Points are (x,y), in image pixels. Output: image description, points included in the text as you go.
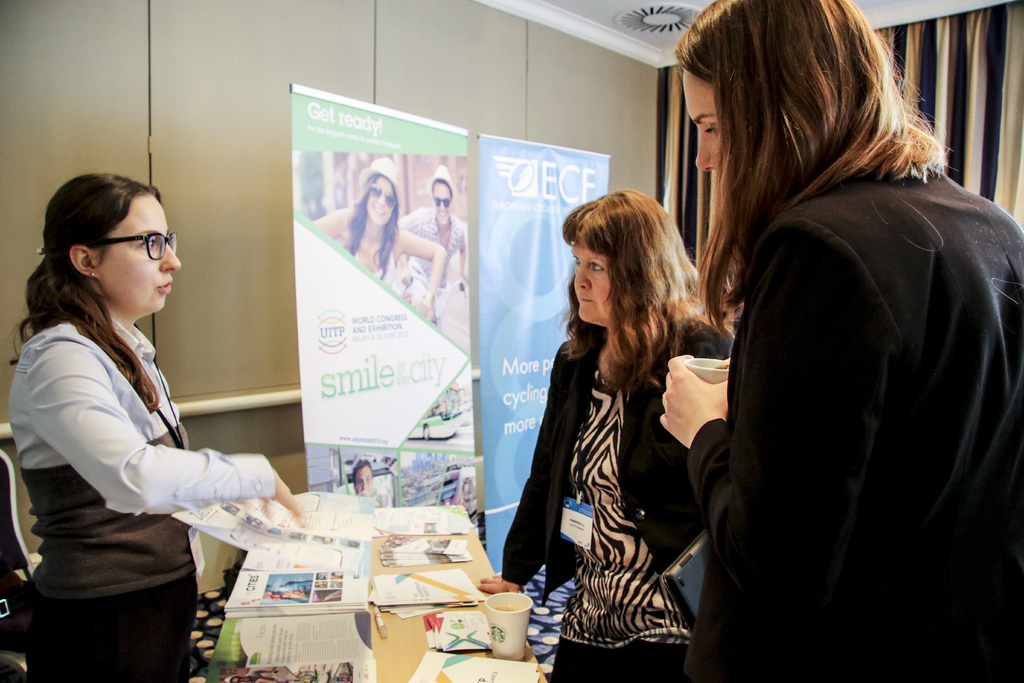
There are three women (151,466) standing. This is a table (393,566). I can see books (338,613), papers (336,658), cup (497,653) and few other things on it. These are the banners (524,315). This looks like a wall (281,86). On the right side of the image (939,81), I think these are the curtains (931,101) hanging.
